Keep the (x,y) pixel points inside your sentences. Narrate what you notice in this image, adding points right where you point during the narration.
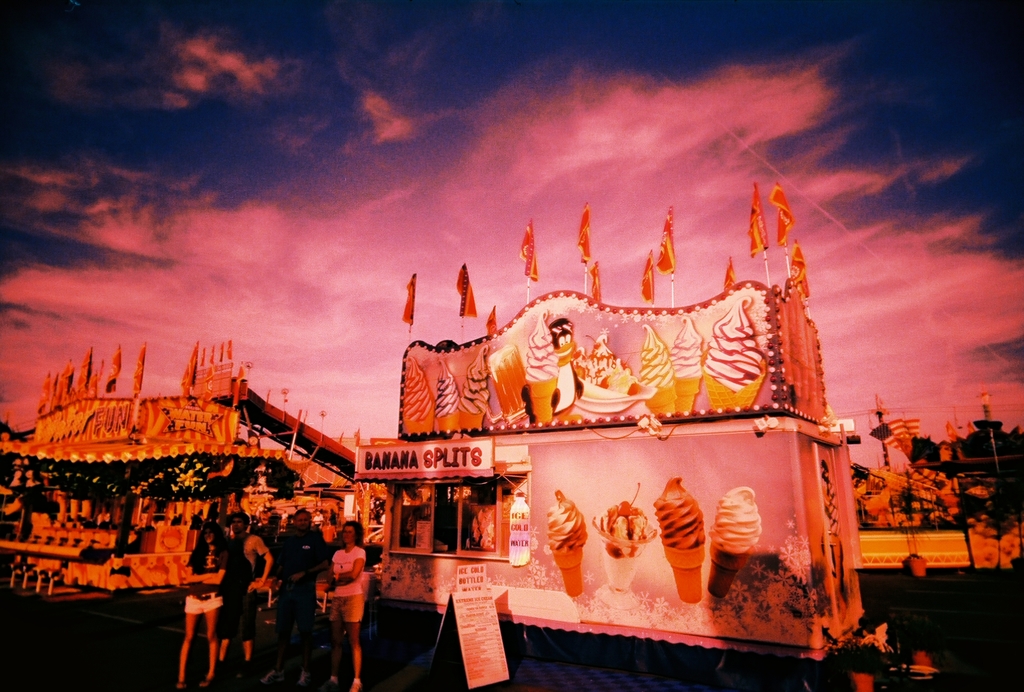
In this image I can see number of persons (230,595) are standing on the ground (204,634), few stalls (559,514) and on the stalls (142,414) I can see few flags (187,378) which are orange and yellow in color. In the background (1004,538) I can see few other stalls (946,523) and the sky (685,194).
